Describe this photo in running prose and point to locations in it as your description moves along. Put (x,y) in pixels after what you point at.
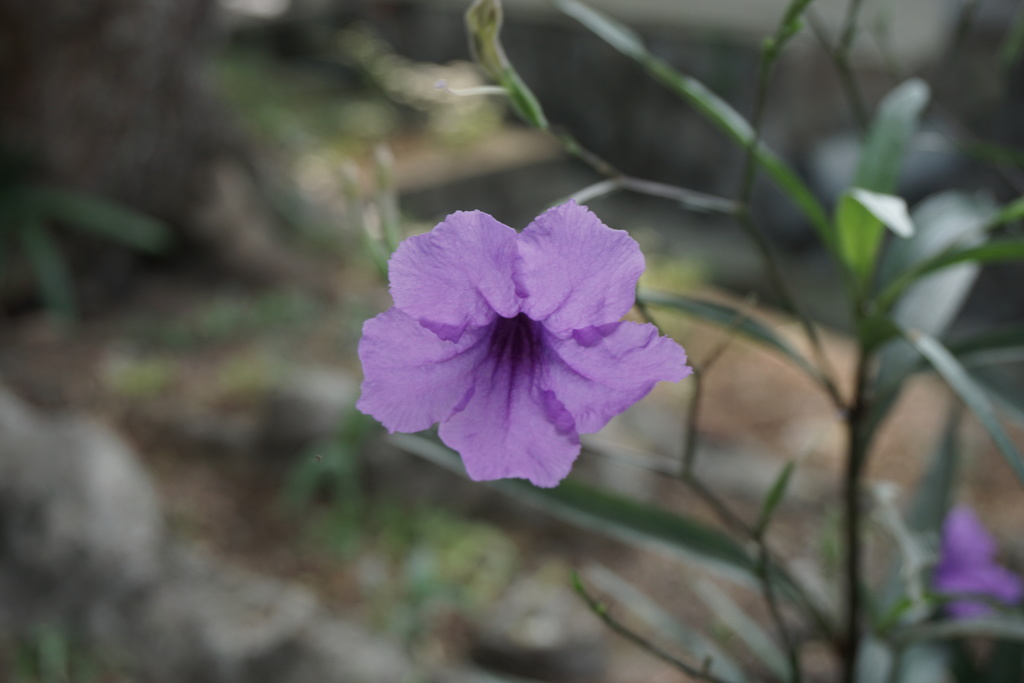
In this image we can see few flowers (664,378) to a plant (890,611). There is a blur background (775,381) in the image.
